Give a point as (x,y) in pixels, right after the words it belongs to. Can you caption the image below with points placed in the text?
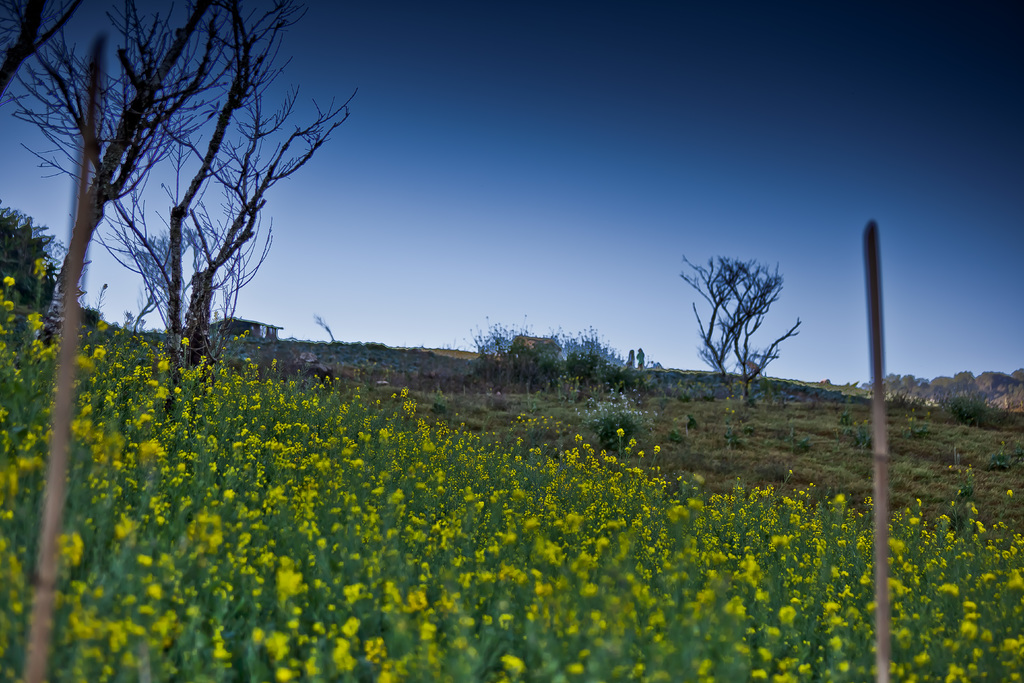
In this image on the left side (237,529) I can see some yellow flowers (418,595). I can see the grass (734,434). In the background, I can see the trees (176,324) and the sky (580,171).
